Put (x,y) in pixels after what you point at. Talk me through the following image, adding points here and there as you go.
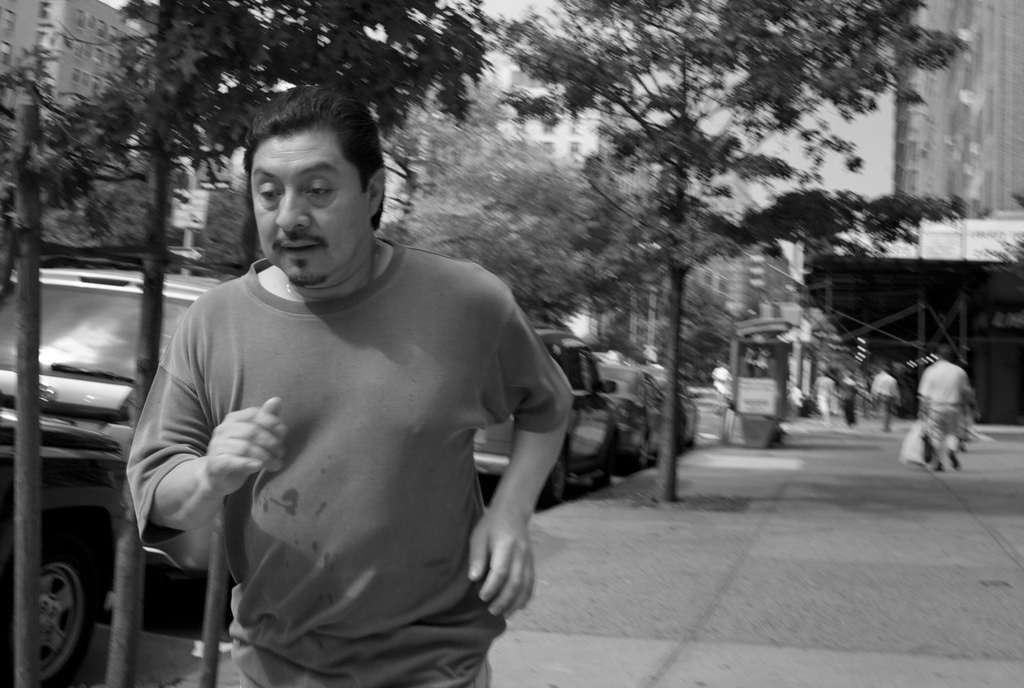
This is a black and white image. There are a few people (516,362) and vehicles (494,462). We can see the ground (788,471) with some objects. We can also see a few buildings (916,299) and trees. We can see some boards (775,398) with text (763,402).
